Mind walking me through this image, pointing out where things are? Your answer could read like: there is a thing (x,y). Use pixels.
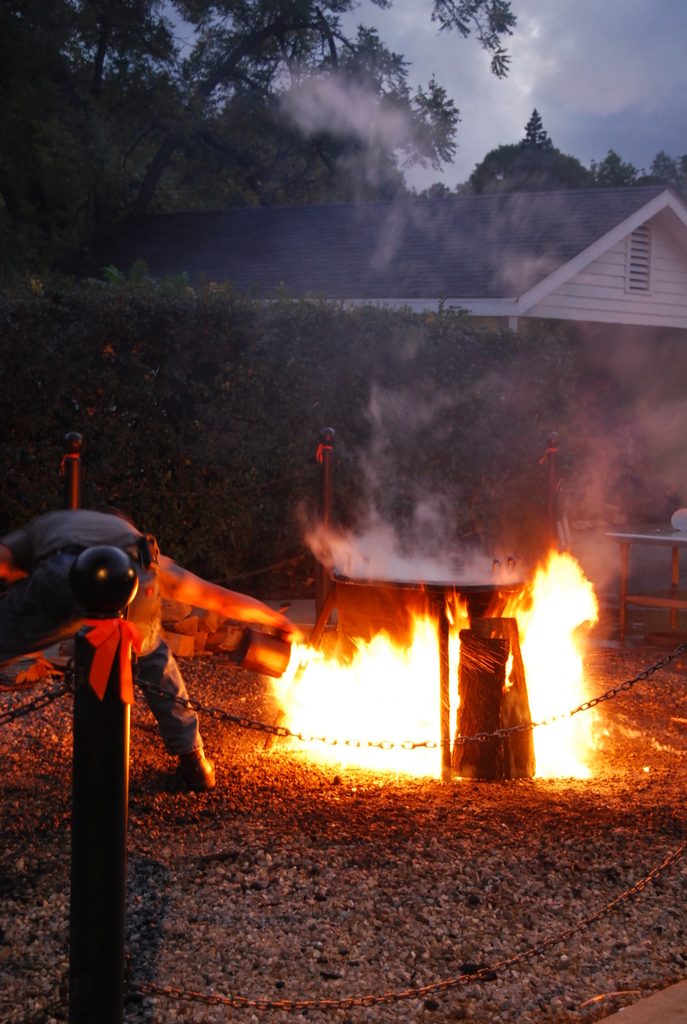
There is a pole (91,978), which is connected with chains (633,680), near fire (450,610) on the ground (539,784). Beside the fire (301,657), there is a person (205,756) who is holding an object (278,645) with one hand (276,631) In the background (94,341), there are plants (219,339), a white color house (627,257), which is having a roof (297,206), there are trees (261,125) and there are clouds (548,80) in the blue sky (630,77).
